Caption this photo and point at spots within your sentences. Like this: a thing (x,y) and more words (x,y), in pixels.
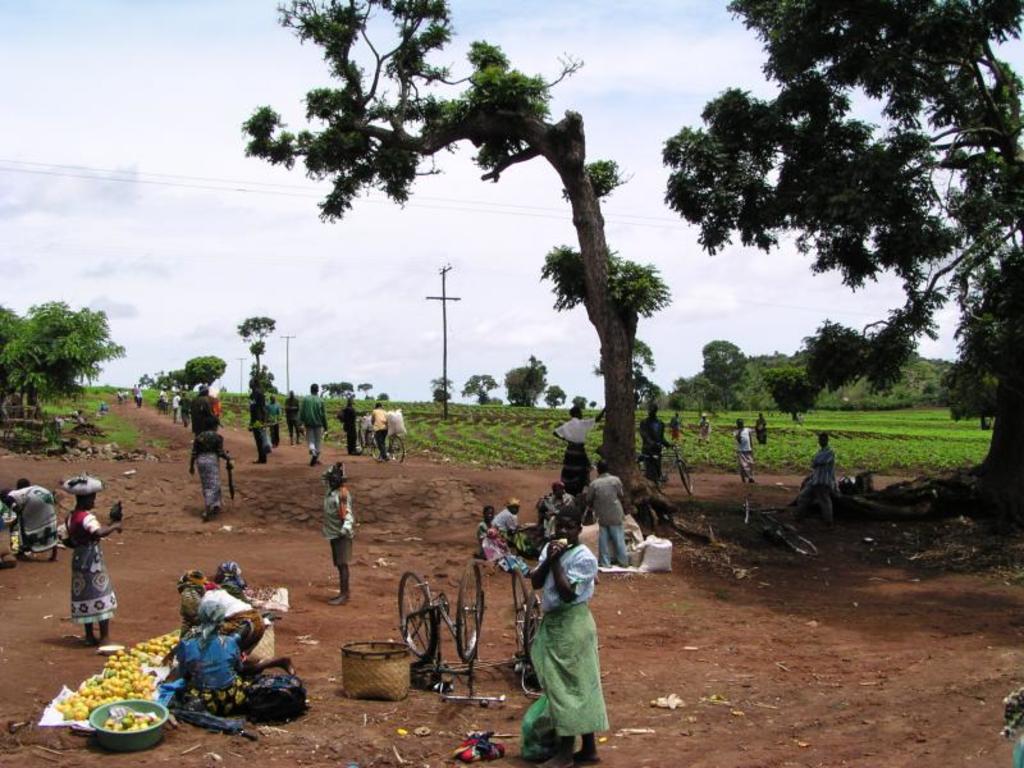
In this image I can see number of people (226,673) where few are sitting and rest all are standing. In the background (822,422) I can see number of trees (621,452), grass ground (725,434), few poles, wires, clouds (463,152) and the sky (424,209). I can also see few bicycles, few bags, containers (346,684), few baskets (370,656) and few other stuffs (147,672).
